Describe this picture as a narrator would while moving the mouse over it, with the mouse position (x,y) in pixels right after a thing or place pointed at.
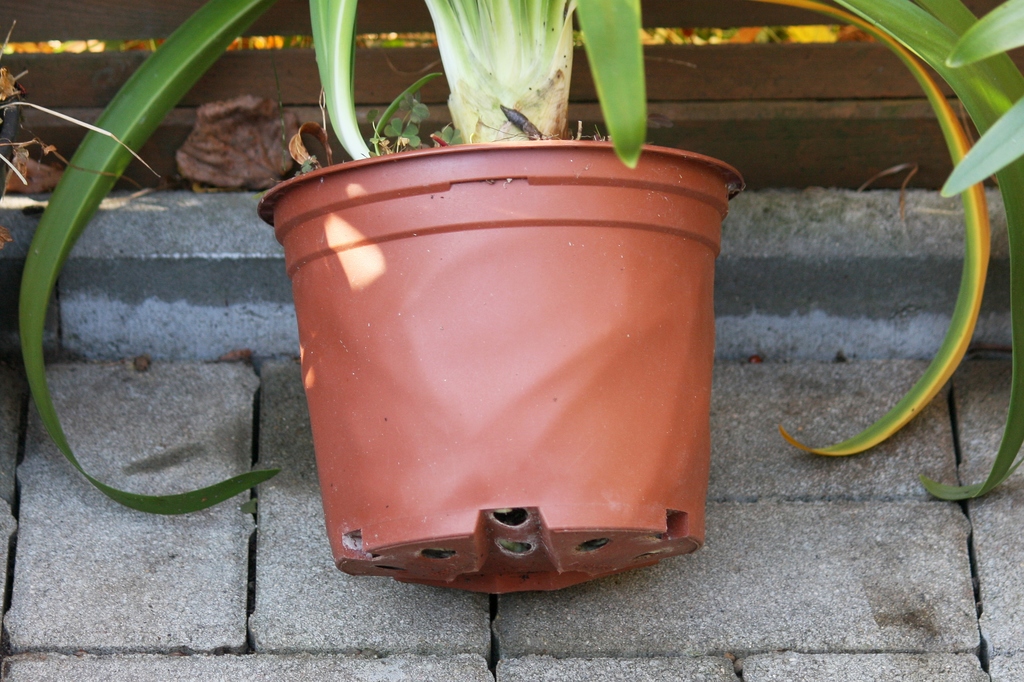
In this image we can see one pot (561,144) with plants (538,121) on the floor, some dried leaves (224,147) on the ground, it looks like a wooden fence (679,130) in the background (718,36) and it looks like some plants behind the wooden fence (73,69).
